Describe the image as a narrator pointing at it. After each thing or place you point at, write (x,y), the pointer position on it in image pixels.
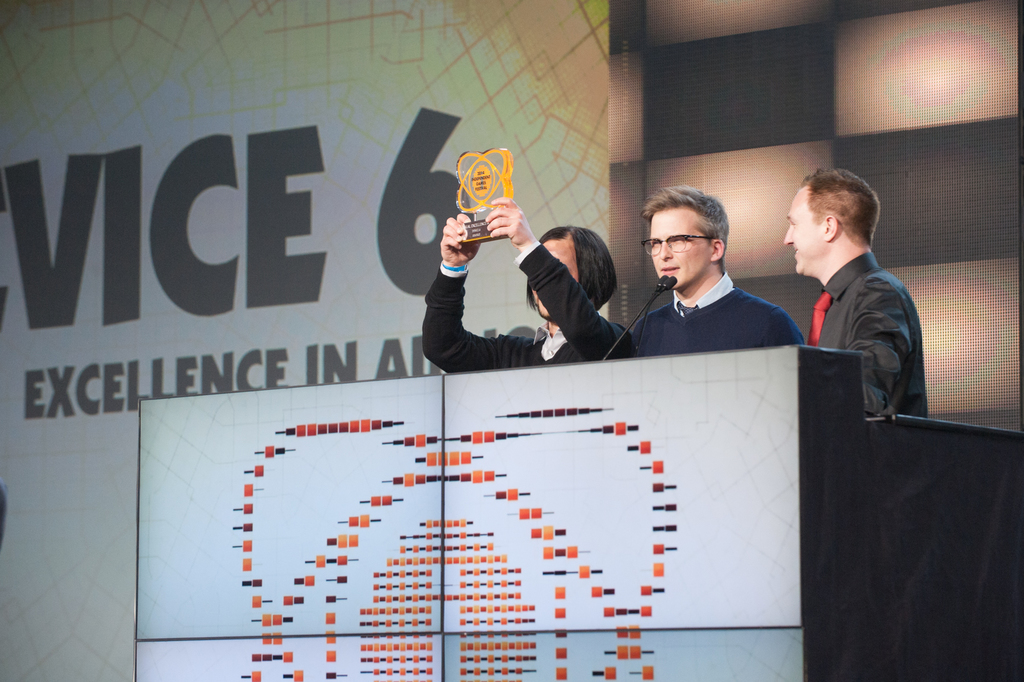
In this image we can see this person (441,333) wearing black jacket (454,305) is holding an award (501,183), this person (714,308) wearing blue jacket (694,318) and spectacles (652,241) is stand near the mic (640,314) and this person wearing black shirt (872,341) and red color tie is standing near the podium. In the background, we can see the projector screen (83,218) on which some text (64,406) is displayed. Here we can see the wall (759,143).
